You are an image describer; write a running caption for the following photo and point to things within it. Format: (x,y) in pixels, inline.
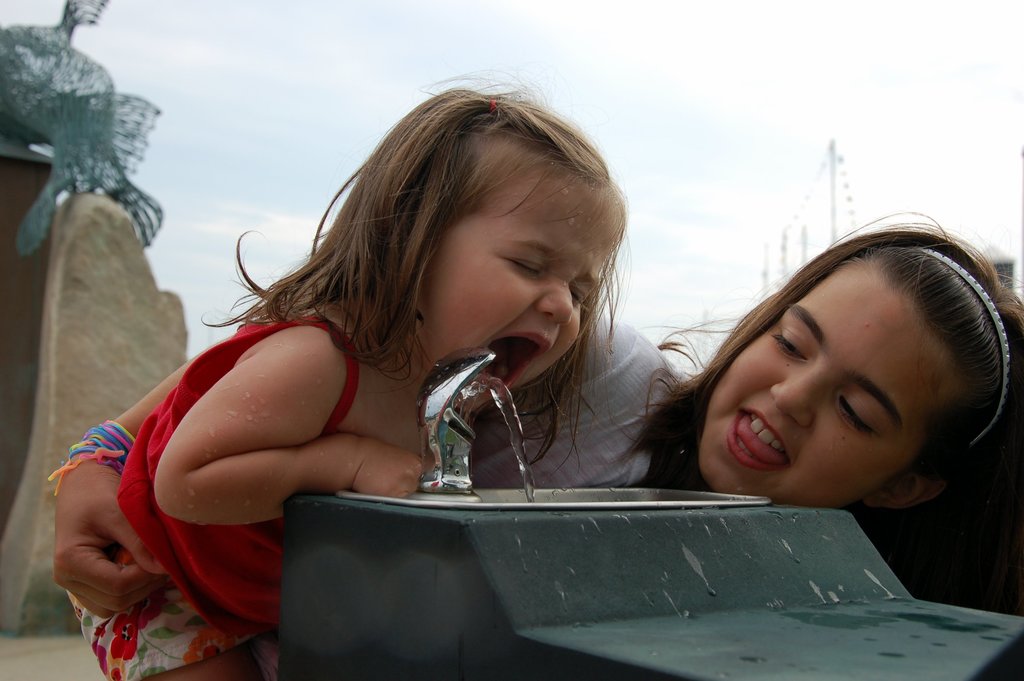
This image consists of a wash basin (425,498). In the front (423,391), we can see two persons (537,429). On the left (327,346), the kid (248,436) wearing a red dress (201,547) is drinking water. In the background (551,29), there is a sky (276,92). On the left (77,358), we can see a rock (82,388).
